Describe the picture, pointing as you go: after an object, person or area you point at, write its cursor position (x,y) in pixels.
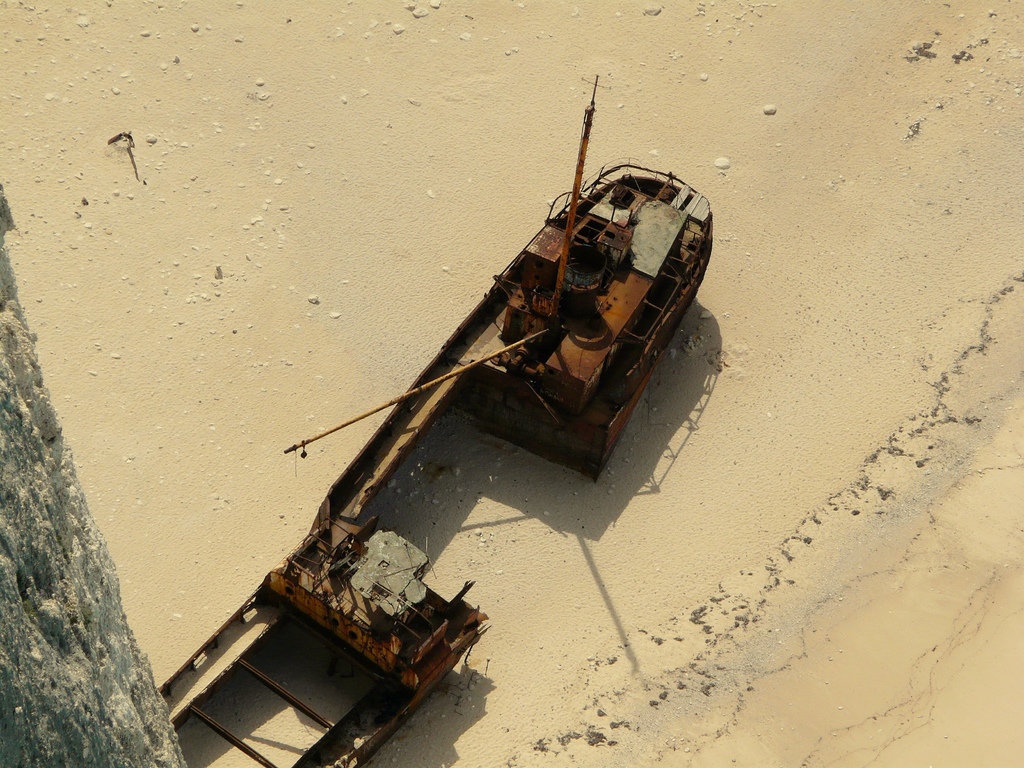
In this image there is a metal structure (559,295) on the surface of the sand (170,655). On the left side of the image (118,644) there is a rock (25,616).
